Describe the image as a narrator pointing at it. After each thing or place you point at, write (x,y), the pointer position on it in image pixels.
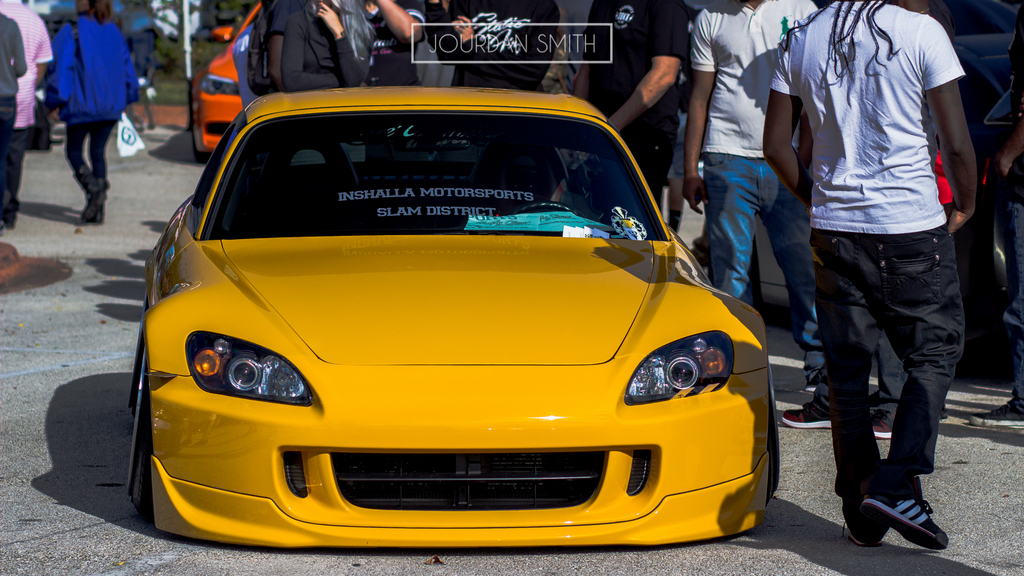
In this image there is a road (90,329), on the road (133,303) there are some vehicles (210,103), group of persons (539,85) text (529,39) visible at the top (540,64), in the foreground (449,212) there is a text (432,212) visible at the top of it, there is a pole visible at the top left (190,35).
